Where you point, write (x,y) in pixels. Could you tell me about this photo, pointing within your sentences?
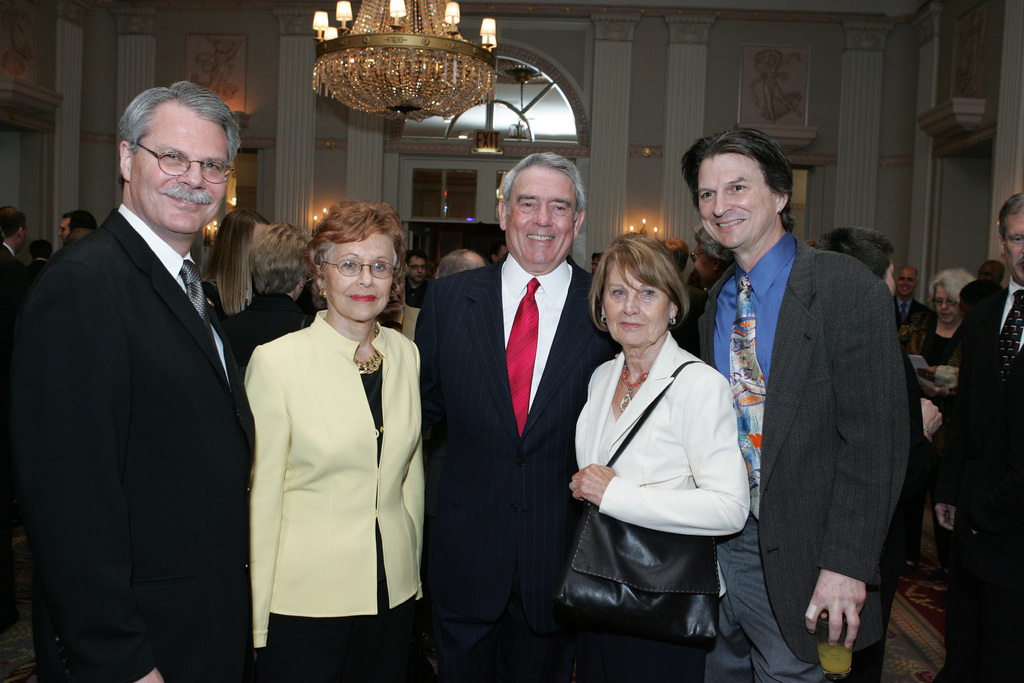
In this image there are a few people (390,340) standing with a smile on their face (528,260) posing for the camera, behind them there are few other people (71,230), talking with each other, there is a chandelier (407,52) hanging from the top of the ceiling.
